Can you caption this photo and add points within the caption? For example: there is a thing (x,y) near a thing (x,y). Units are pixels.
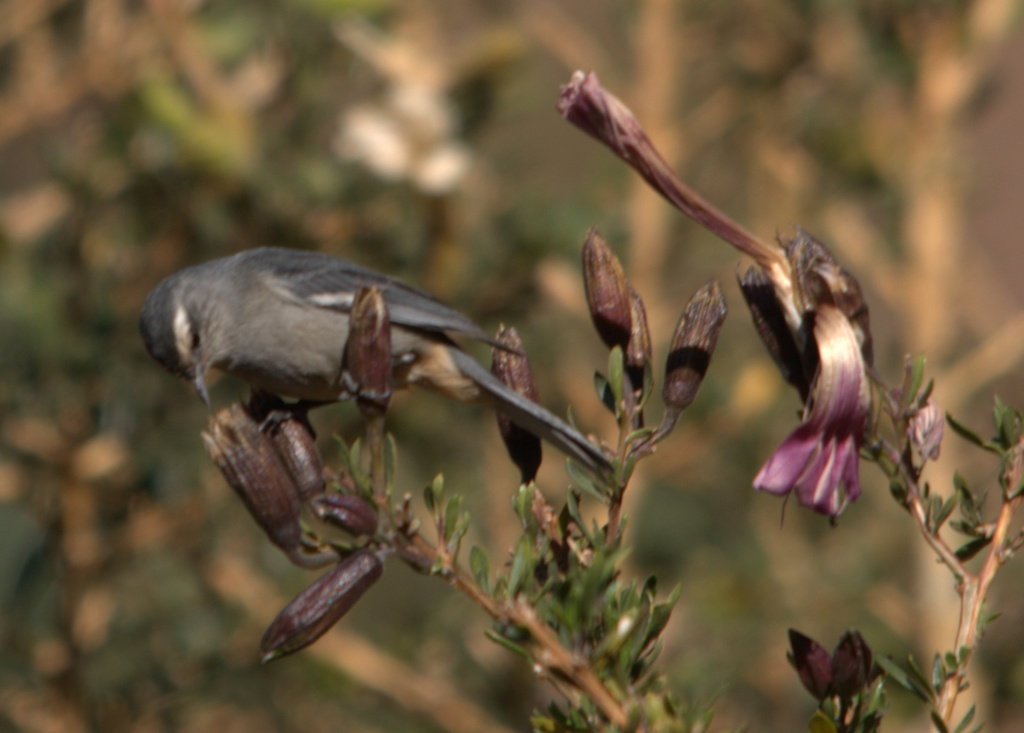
In this image I can see a bird (348,392) on a plant (667,620). The background (427,218) is blurred.
